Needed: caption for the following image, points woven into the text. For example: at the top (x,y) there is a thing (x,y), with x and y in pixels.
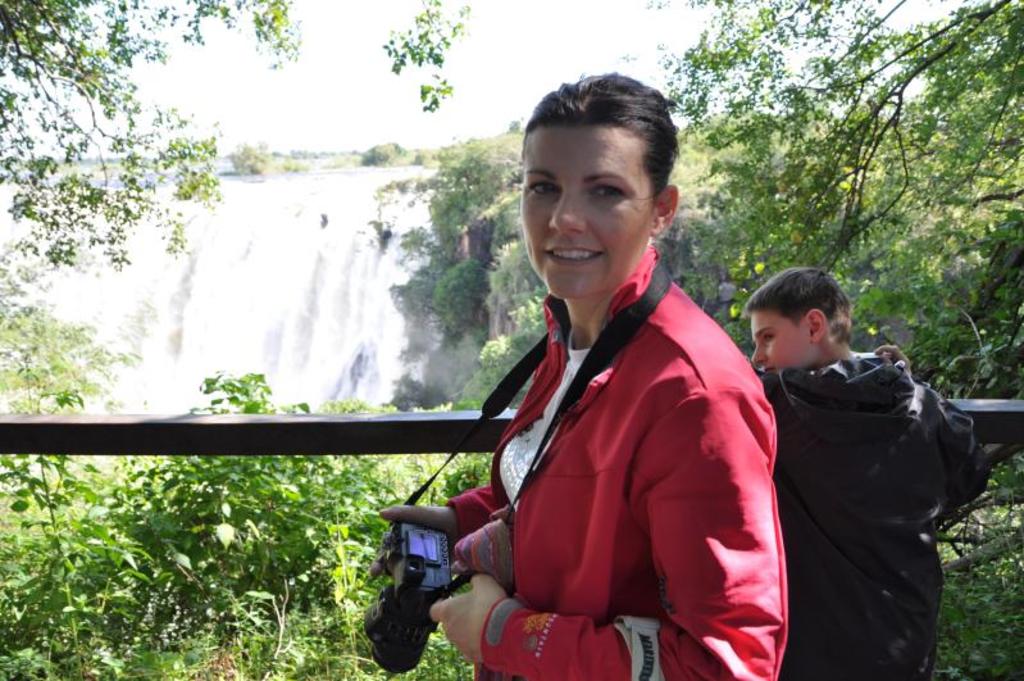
This image consists of two persons (532,453). One is wearing a black dress (792,544), other one is wearing a red dress (656,505). One is holding the camera (370,627). There are trees (513,179) in the middle (442,246). There are waterfalls (301,316) in the middle (358,367).
